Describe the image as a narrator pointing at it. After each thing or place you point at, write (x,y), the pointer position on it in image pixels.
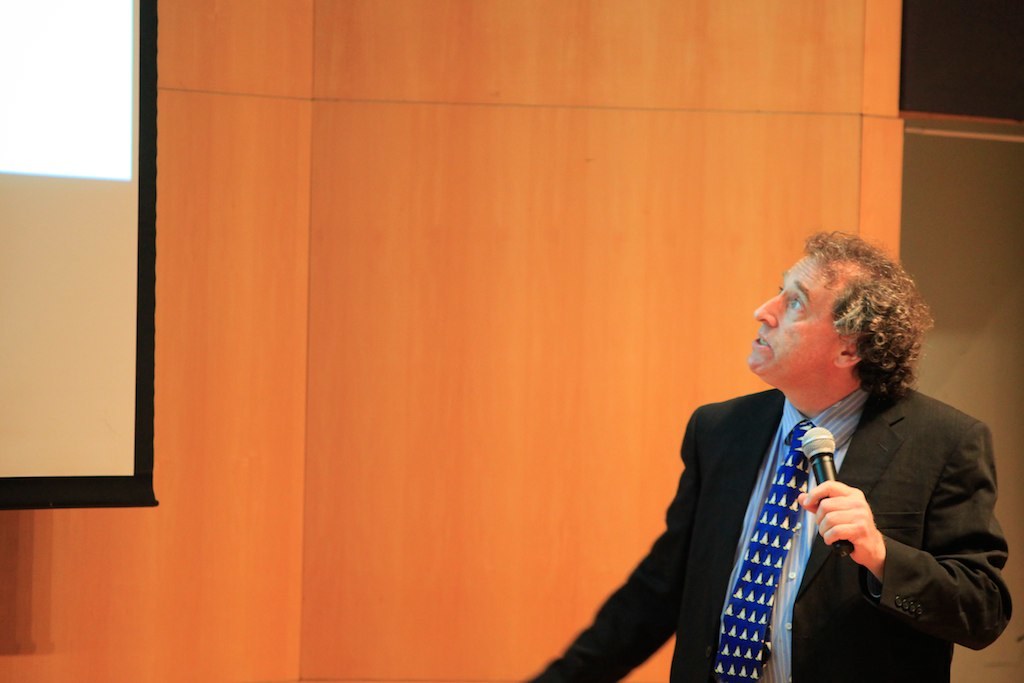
In the picture we can see a man (871,425) standing and holding a microphone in the hand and looking towards to the screen (141,437) which is to the wall (349,405) and he is in a blazer (935,621), tie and shirt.
